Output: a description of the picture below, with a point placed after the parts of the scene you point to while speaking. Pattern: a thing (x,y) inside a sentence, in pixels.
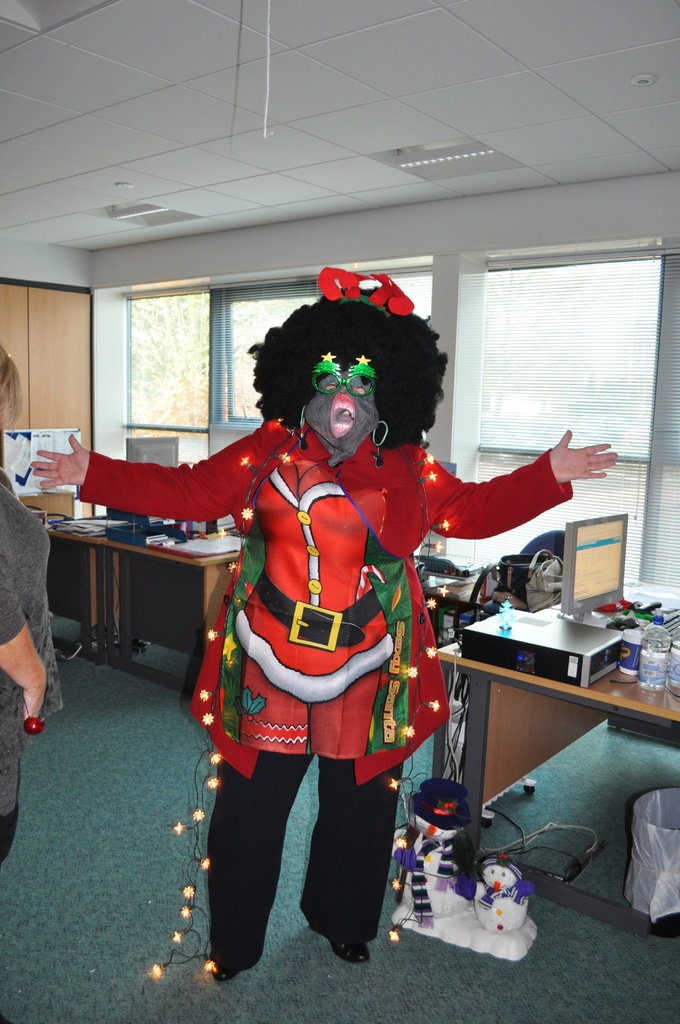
In this image we can see a person (417,590) standing and wearing a costume (235,479) and mask (357,440) to the face (333,434) and there is a person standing on the left side of the image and we can see few tables (136,552) in the room (581,641) and on the tables (226,560), we can see desktop computer (540,653), bottles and some other objects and we can see some things (454,879) on the floor (438,955).
